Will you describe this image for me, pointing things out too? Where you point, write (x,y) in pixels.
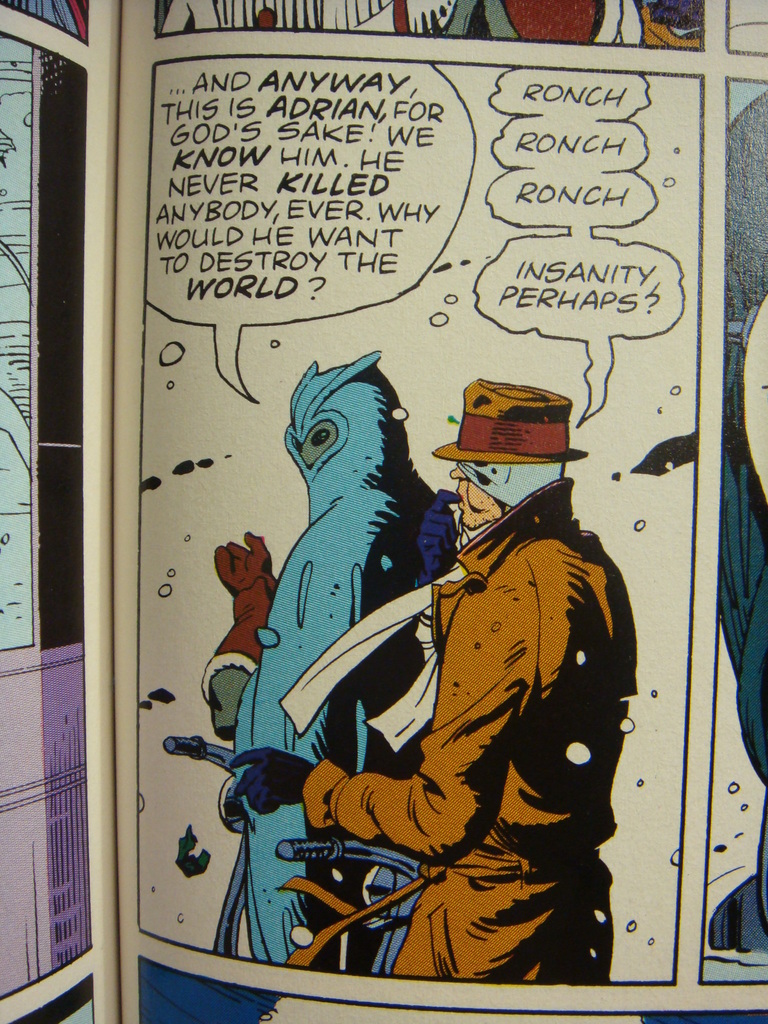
In this picture we can see the cartoon images (297,649) on the papers (92,715) and on the paper (262,238) it is written something.
